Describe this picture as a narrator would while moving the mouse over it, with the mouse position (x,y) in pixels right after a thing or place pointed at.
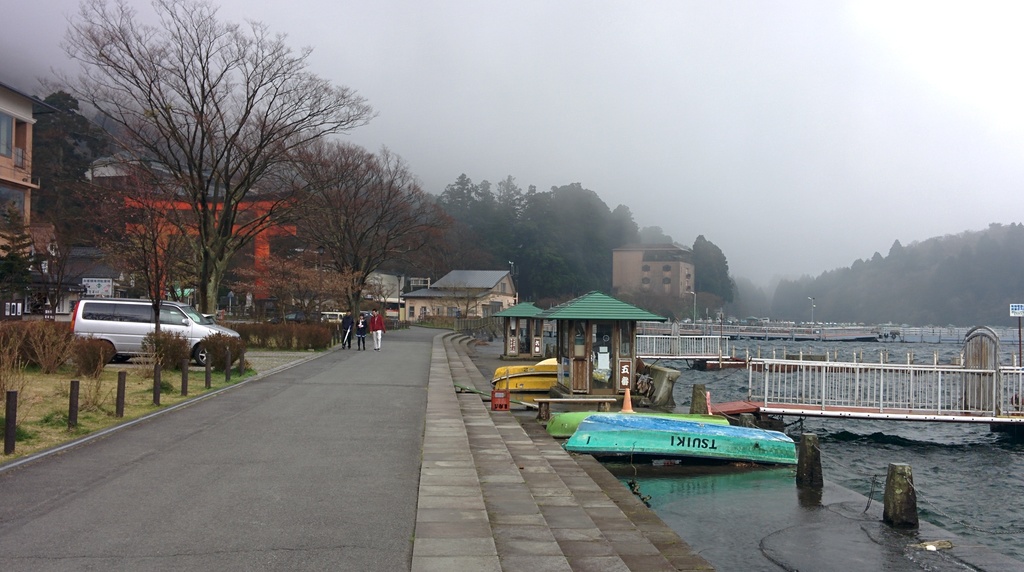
In this image I can see on the left side (148,327) there is a vehicle (161,327), in the middle (355,233) there are trees (208,272) and buildings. On the right side (747,428) there are boats (683,423), there is the water (912,453). At the top (587,102) it is the cloudy sky (588,103).
